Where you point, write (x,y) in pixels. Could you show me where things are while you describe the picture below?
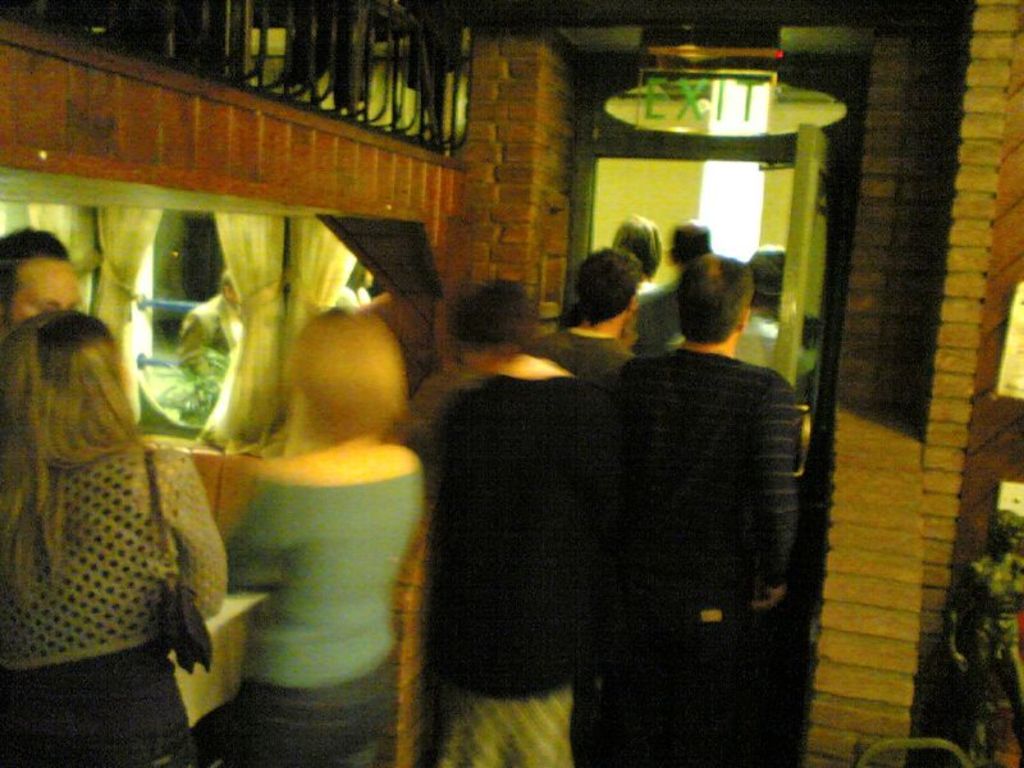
In this picture there is a woman (352,362) who is wearing green t-shirt (339,500) and jeans (347,681), beside her i can see another woman (58,577) who is wearing dotted top (56,591) and holding a bag (181,657), beside her there is a man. Near to door (611,208) i can see many peoples (703,368) were standing, beside them there is a brick wall (921,430). At the top (760,110) i can see the exit sign board (767,97). In the top left corner (249,59) there is a fencing (324,49). In the bottom left (145,616) there is a woman (106,472).
